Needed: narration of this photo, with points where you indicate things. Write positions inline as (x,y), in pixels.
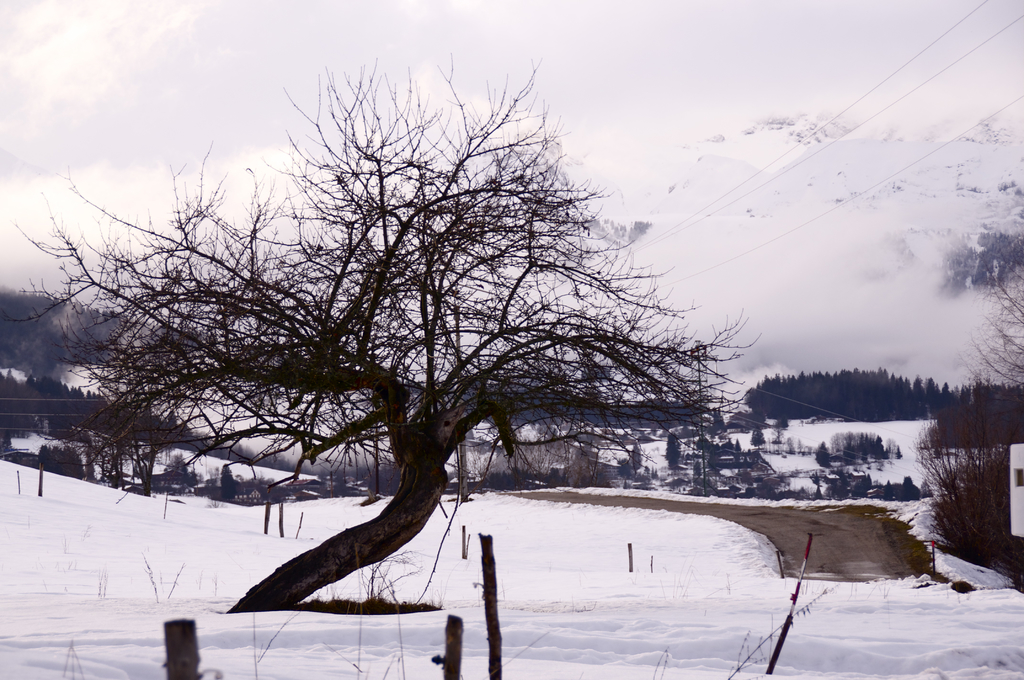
In this image I can see the dried tree (395,428), other stems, plants (972,443), trees (936,481), some electrical wires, ground (503,635) with full of snow (743,582) and a road (795,520). At the top of the image (718,10) I can see the sky (577,23).
